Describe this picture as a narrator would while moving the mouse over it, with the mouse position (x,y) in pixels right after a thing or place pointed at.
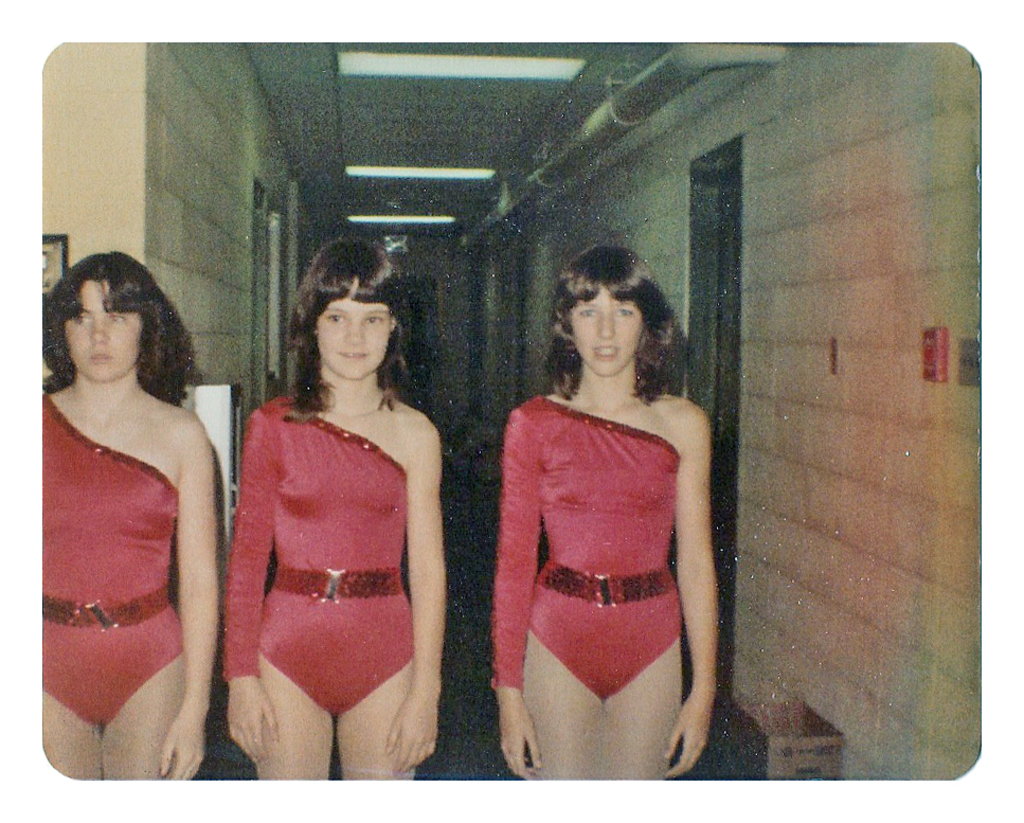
At the bottom of this image (304,623), there are three girls (89,533) in red color leotards (285,417), and standing. On the right side (969,632), there is a wall (767,116). In the background (486,155), there are lights (500,71) attached to the roof (435,201) and there are other objects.
